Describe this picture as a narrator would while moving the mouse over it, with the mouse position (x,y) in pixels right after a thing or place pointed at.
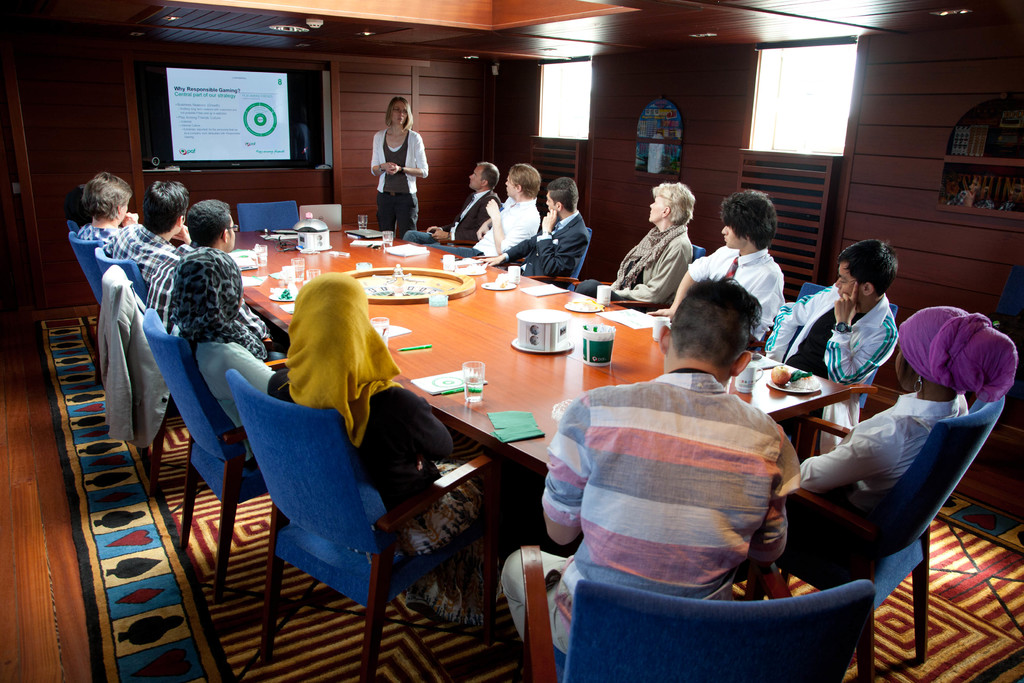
This picture looks like an office meeting. In this we have a lady (395,172) standing almost at the center of the picture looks like she is in some presentation and the members (205,340) present on the chairs (581,253) around the table (267,283) are listening. On the table (763,404) we have water glasses (476,395), cups (606,359), files (455,386), papers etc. At the bottom (97,538) we see large mat (180,630) present on the floor (8,402).
